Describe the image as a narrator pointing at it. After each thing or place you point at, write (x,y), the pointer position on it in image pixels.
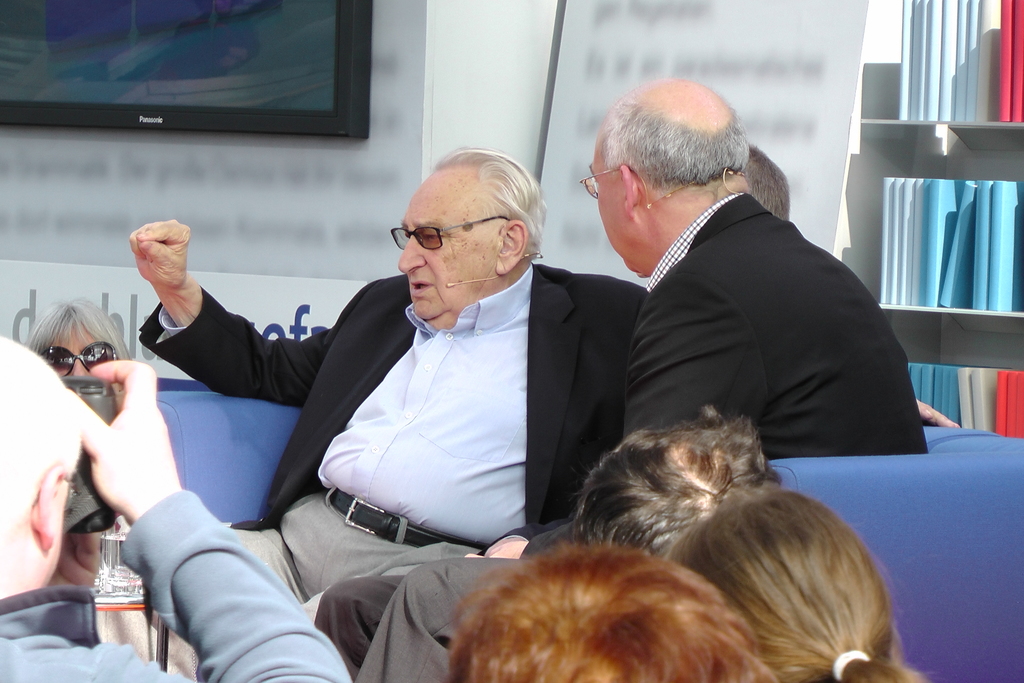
As we can see in the image there are few people (532,350) here and there, sofa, screen (193,39), wall (393,134), banner (633,66) and rack (882,42) filled with books (973,278).
